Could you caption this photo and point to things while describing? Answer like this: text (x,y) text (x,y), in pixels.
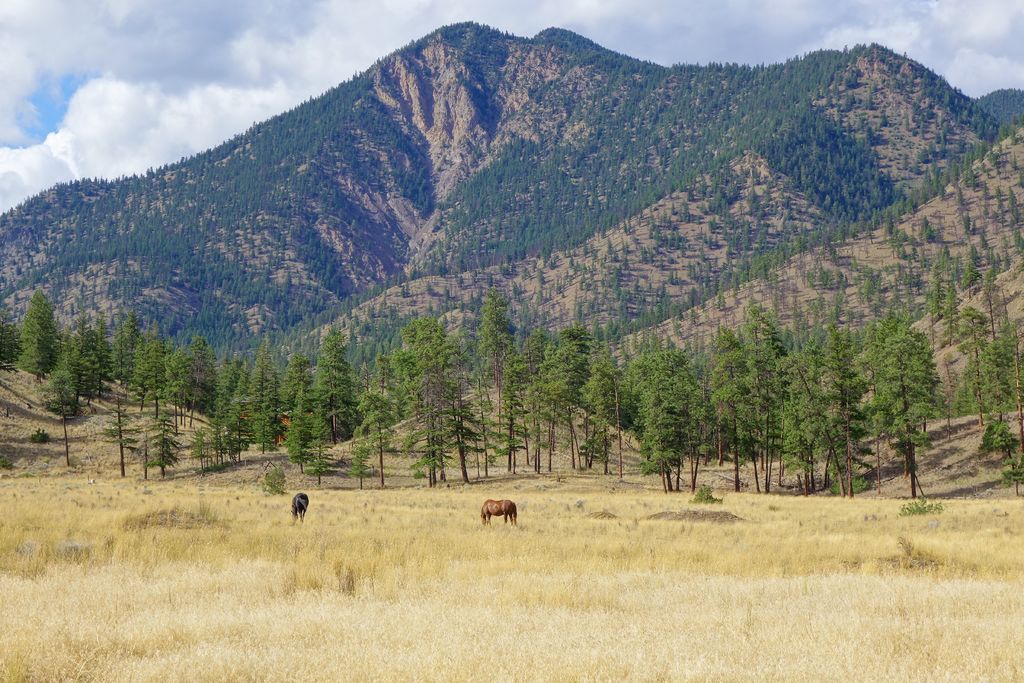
In this image we can see some animals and in the background of the image (350,416) there are some trees (221,408), mountains (487,129) and top of the image (195,74) there is cloudy sky (168,126).
